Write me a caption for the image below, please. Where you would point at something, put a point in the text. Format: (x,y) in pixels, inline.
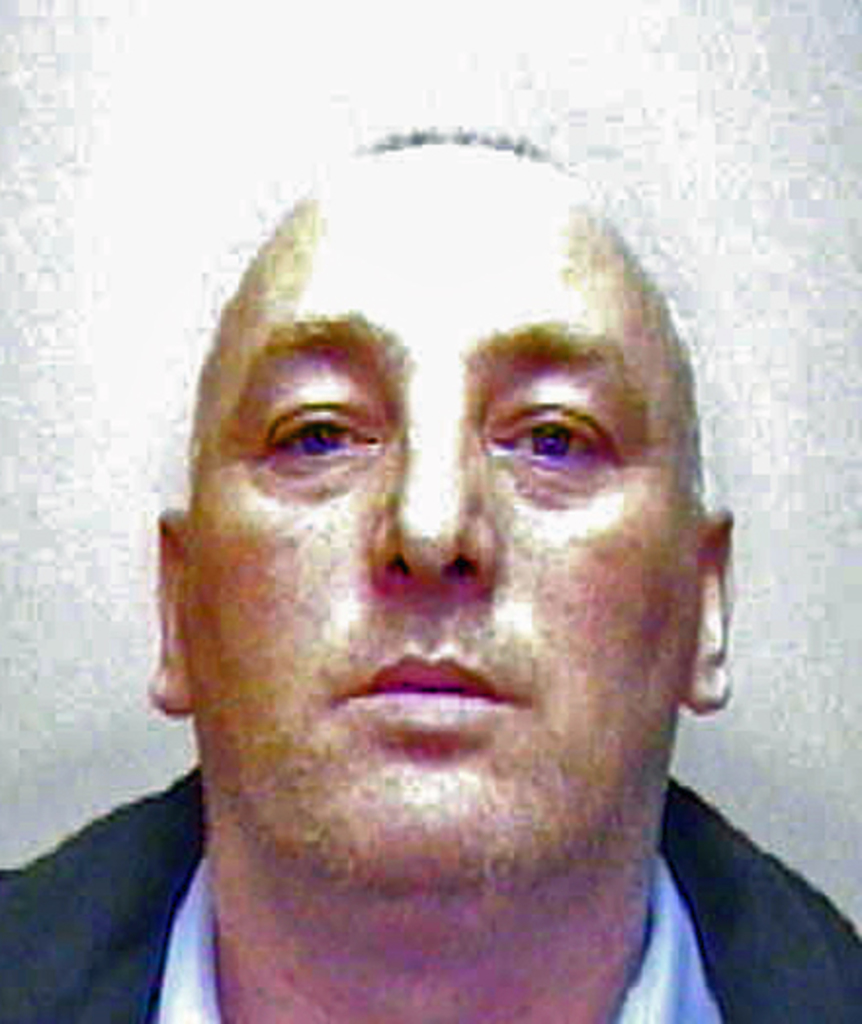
In this picture we can see a man (709,659) and there is a blur background (844,848).
